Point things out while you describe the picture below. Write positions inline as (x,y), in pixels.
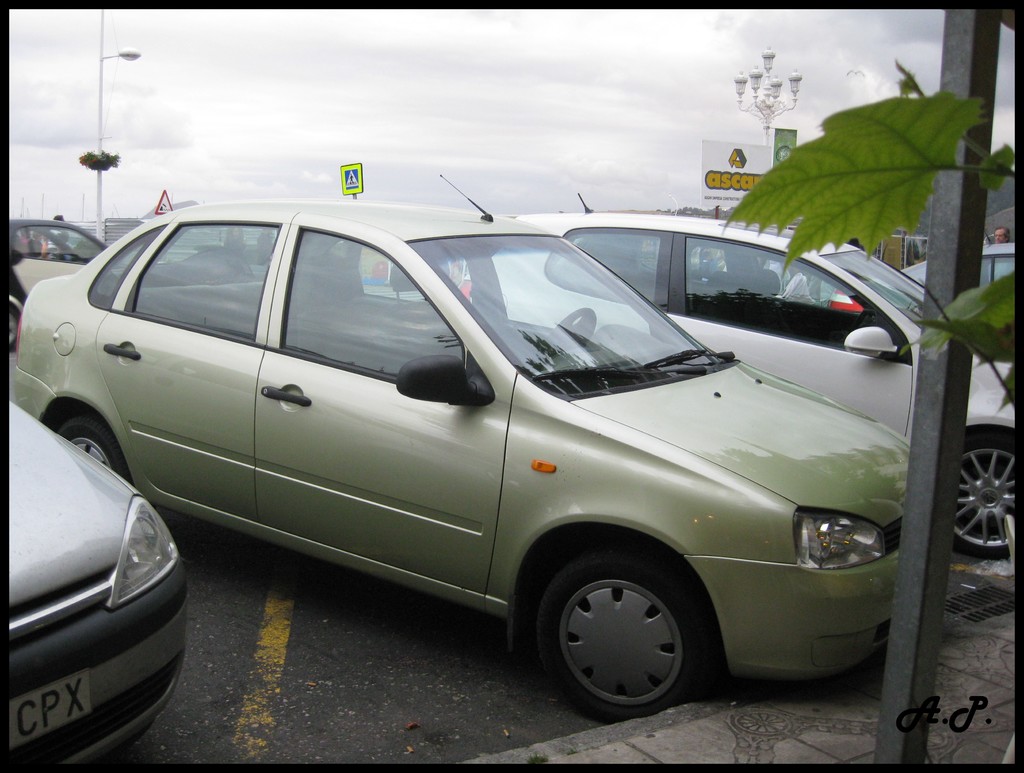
In this picture I can see a car (480,577) is parked on the road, on the right side (706,176) there is a board (706,176) and there are leaves (918,201) of a plant (793,170). At the top (429,112) it is the cloudy sky (417,116).
